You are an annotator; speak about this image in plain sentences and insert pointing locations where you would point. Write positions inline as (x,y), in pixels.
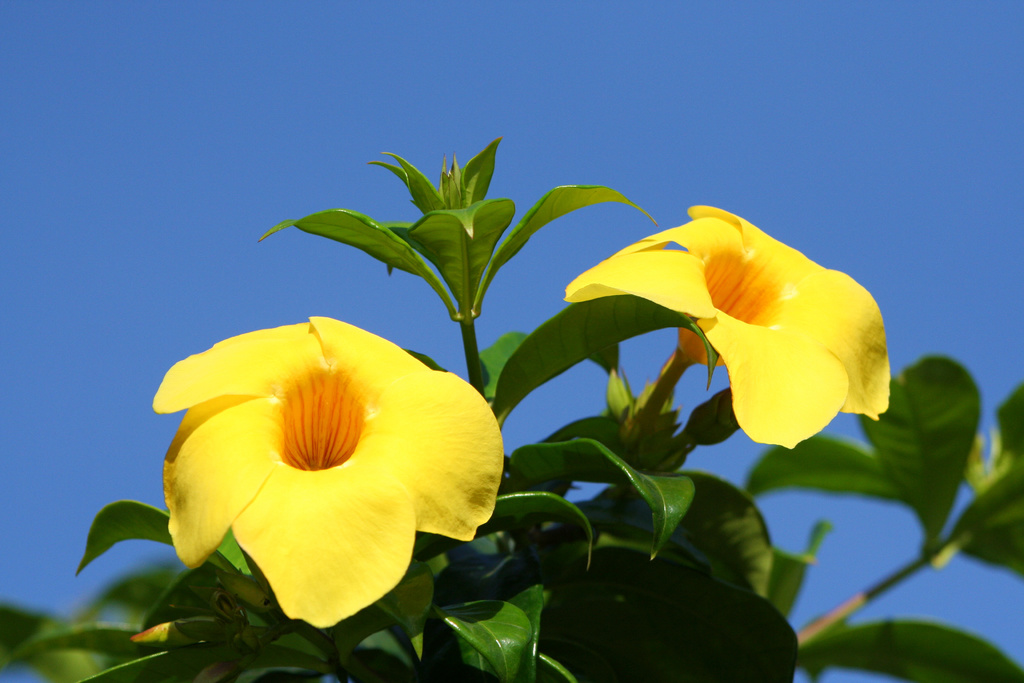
In this image we can see yellow color flower (754,311) to the tree (737,515) and sky (711,123) in the background (237,155).
